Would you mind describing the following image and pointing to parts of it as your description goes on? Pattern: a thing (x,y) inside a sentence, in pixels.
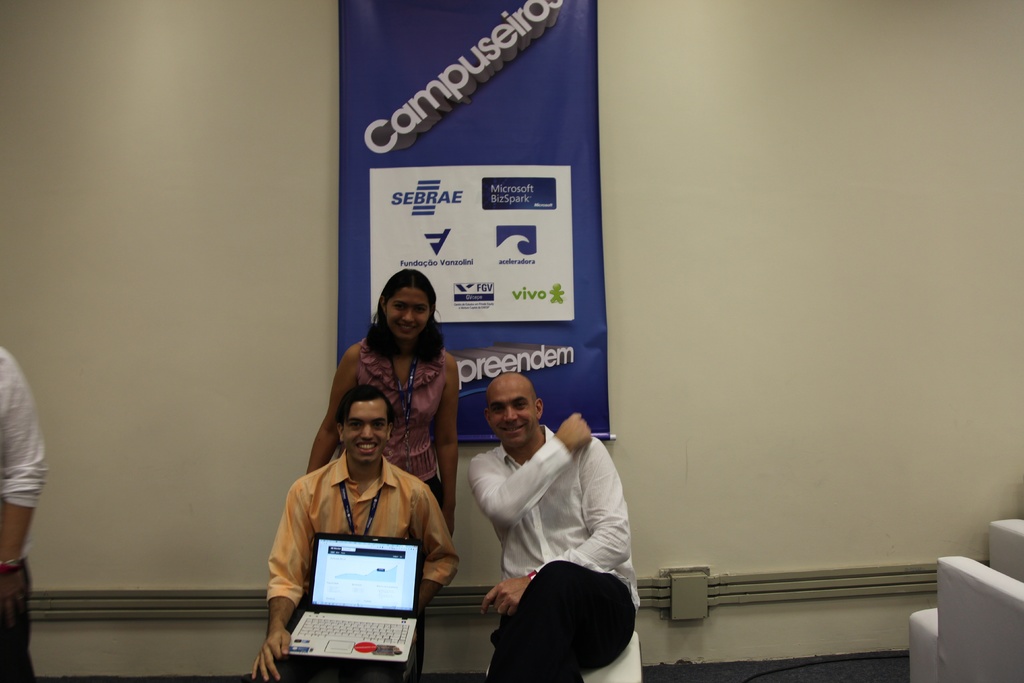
In the picture I can see two men (538,579) sitting on the chairs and they are smiling. There is a man (442,556) on the left side (295,520) is holding the laptop (378,546) in his hand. In the background (448,427), I can see a woman (429,354) standing on the floor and she is smiling. There is a banner (428,214) on the wall (156,317). I can see a person (2,494) on the left side (16,403), though his face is not visible.
